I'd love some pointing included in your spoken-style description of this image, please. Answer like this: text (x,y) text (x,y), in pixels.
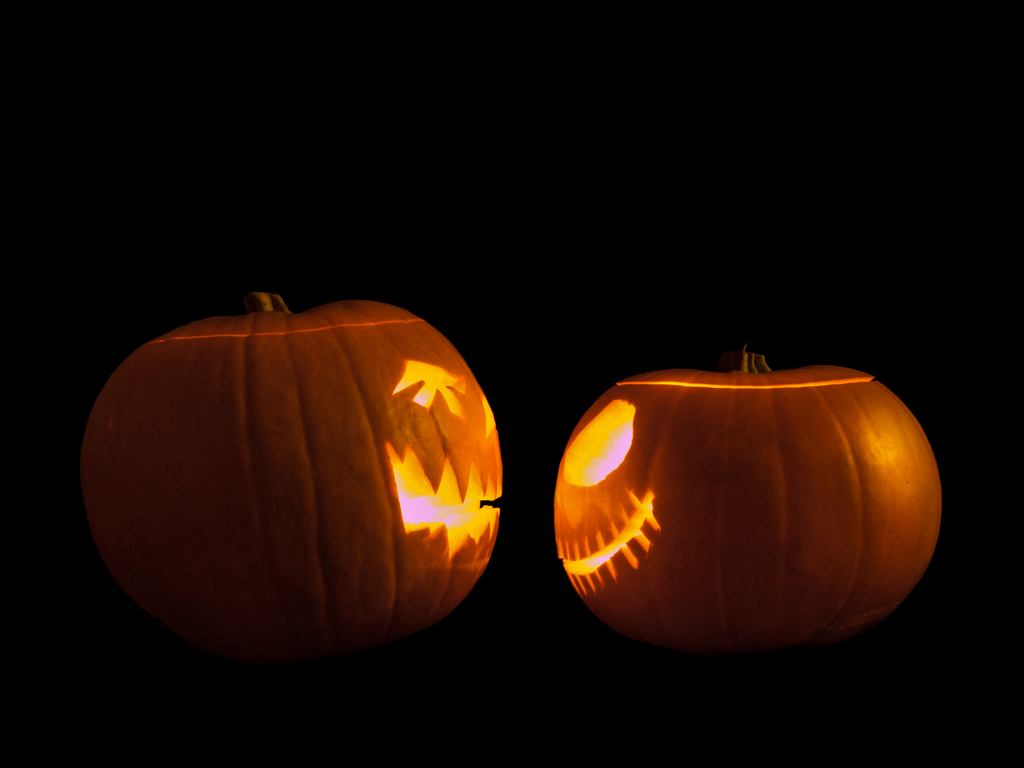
In this picture we can see couple of pumpkins (615,425) and dark background (710,265).
